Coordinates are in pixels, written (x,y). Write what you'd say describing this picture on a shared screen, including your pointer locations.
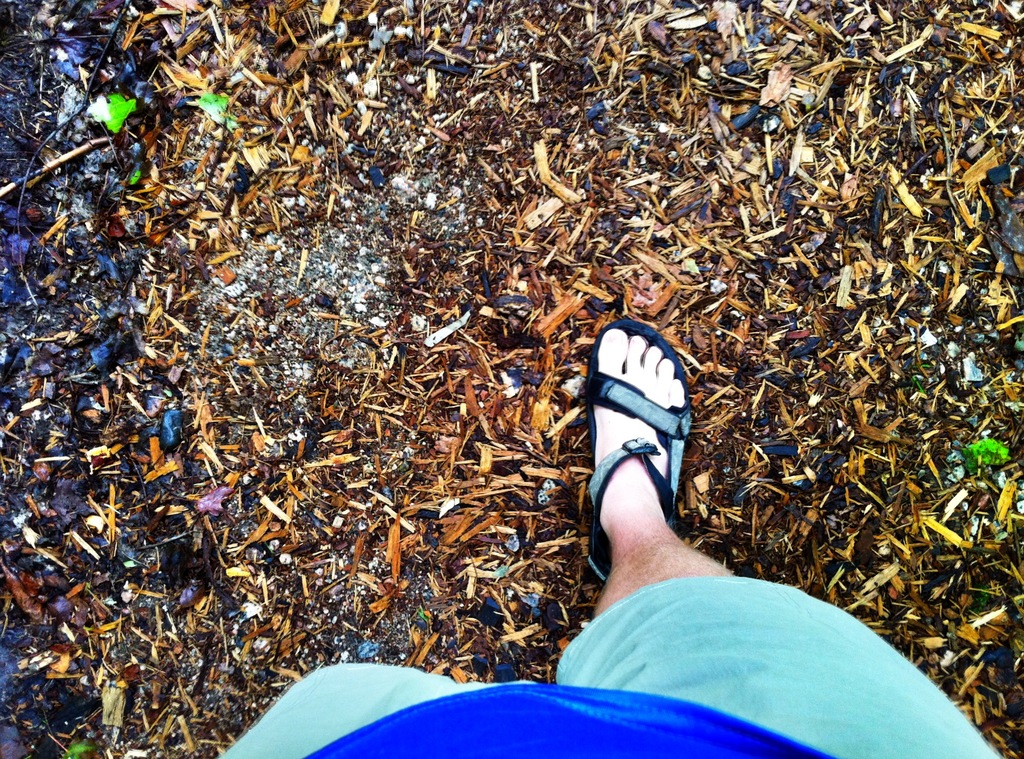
In this image I can see a person (618,716) wearing blue colored dress (644,716) and footwear (646,461) is standing on the ground (499,532). I can see few object (455,487) on the ground (442,458) which are brown, black and green in color.
